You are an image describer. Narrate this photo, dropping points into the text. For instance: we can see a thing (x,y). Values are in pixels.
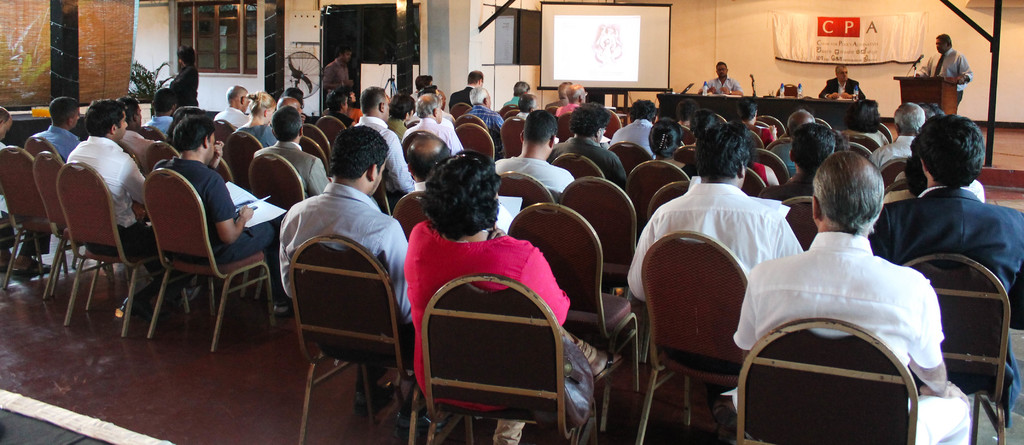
In this image I can see there are audience (463,204) sitting on the chairs (633,222) and there is a person (963,61) standing on the dais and speaking, there is a podium (926,85) in front of him and there is a screen (571,52), banner (842,30) and a door (346,41) and window (222,51) at left side (190,37).
